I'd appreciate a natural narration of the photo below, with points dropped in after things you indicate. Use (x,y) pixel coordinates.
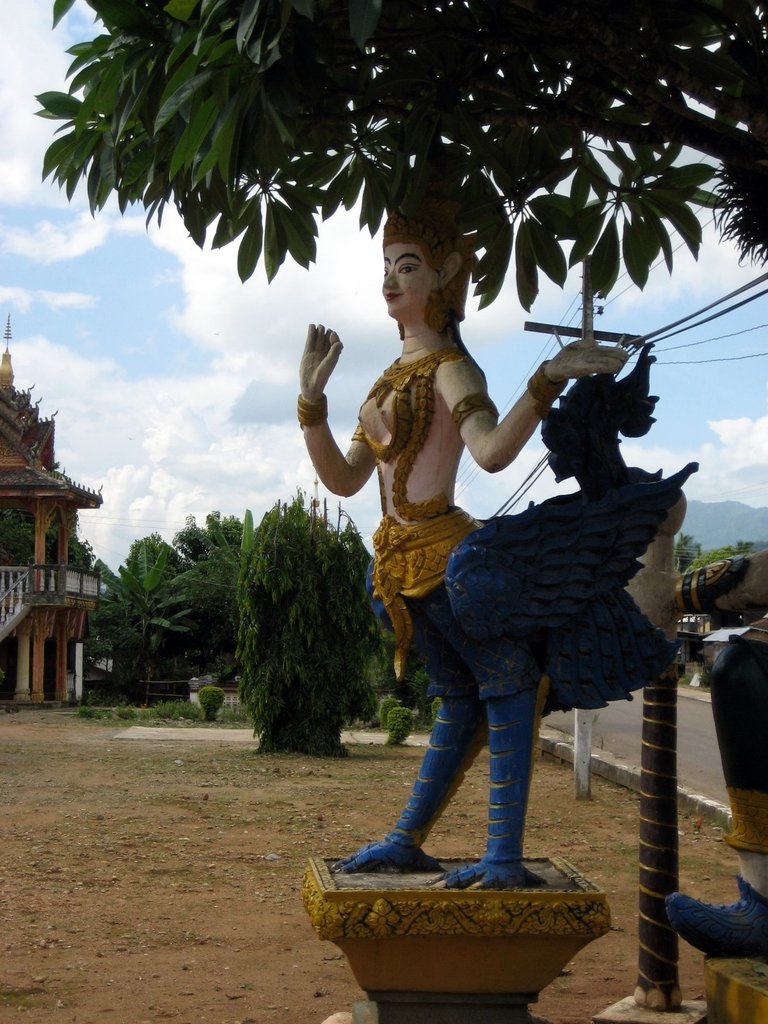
In this picture there is a statue (438,611) in the foreground (731,605). At the back (384,668) there are buildings (14,442) and trees (316,739) and there is a mountain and there are wires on the pole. At the top (231,306) there is sky (250,301) and there are clouds (365,301). At the bottom (707,712) there is a road (707,712) and there is ground (145,859) and there are plants (319,749).
